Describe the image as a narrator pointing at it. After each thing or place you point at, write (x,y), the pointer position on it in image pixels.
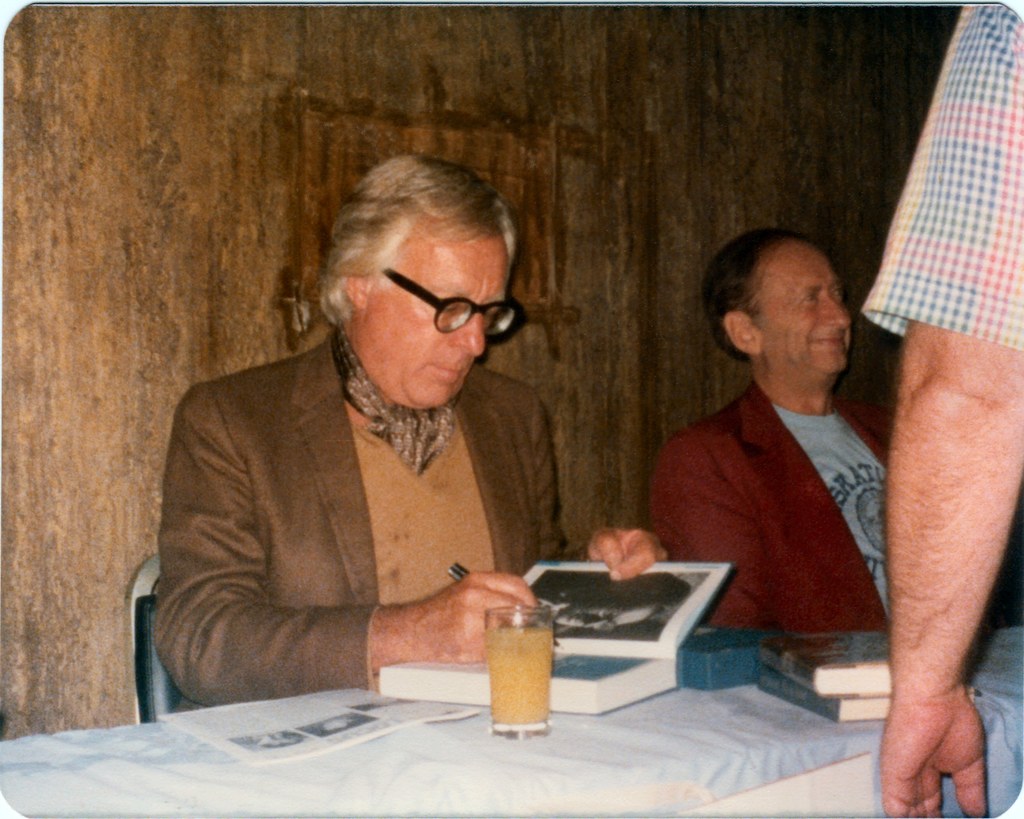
On the right (957,460) there is a person's hand (919,585). In the center of the picture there is a table (708,692), on the table (525,753) there are books (629,632), glass (526,660). In the center of the picture (371,500) there are two persons (392,534) sitting in chairs (148,619), behind them it is wall (612,137).
